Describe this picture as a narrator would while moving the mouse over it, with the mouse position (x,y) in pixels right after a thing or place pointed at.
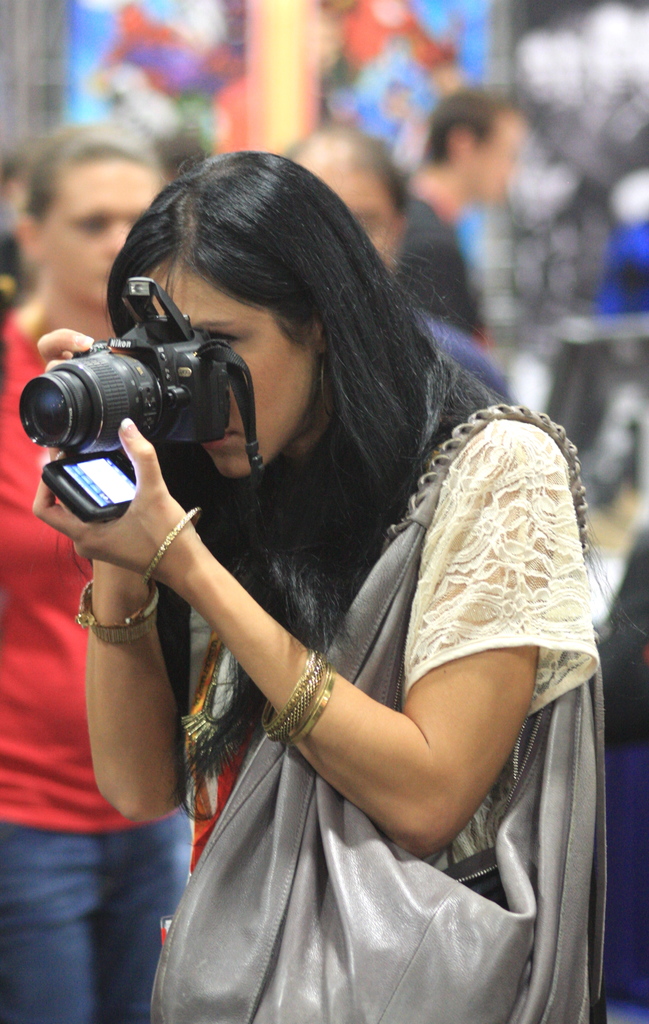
In this image, There is a woman (264,665) standing and holding a camera (116,416) and a mobile (101,482), In the background (351,154) there are some people (339,154) walking.
